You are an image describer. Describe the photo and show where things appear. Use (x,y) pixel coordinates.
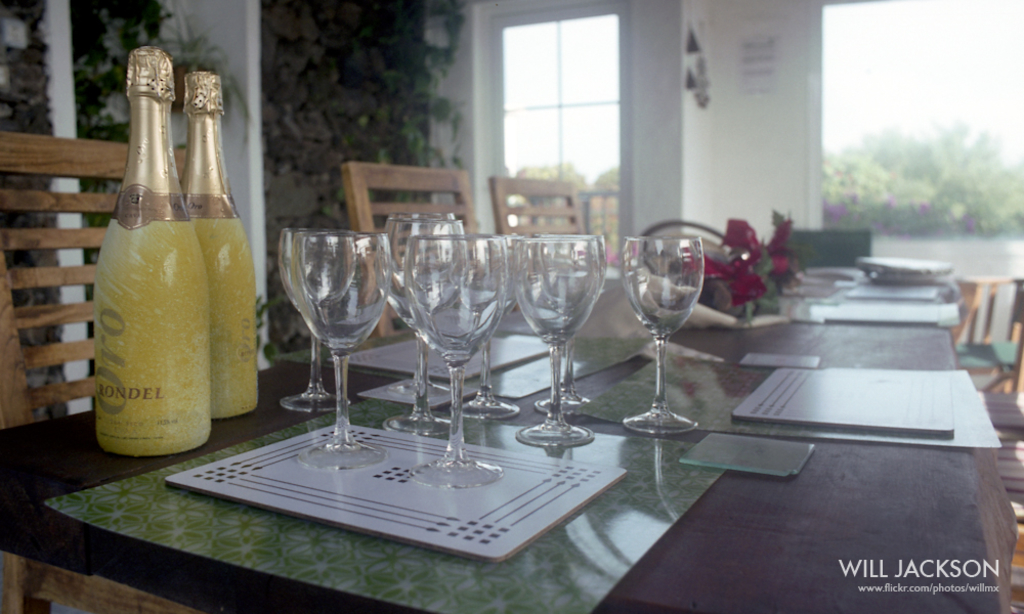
In this image we can see there are plants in the house (447,458). And there is a table (870,365), on the table (390,371) there are boards (387,390), glasses (538,314), paper (732,382), bottles (238,276), flowers (738,276) and bowl (891,269). And there are chairs (967,318) and window (603,154). Through the window (847,160) we can see trees (935,150).
